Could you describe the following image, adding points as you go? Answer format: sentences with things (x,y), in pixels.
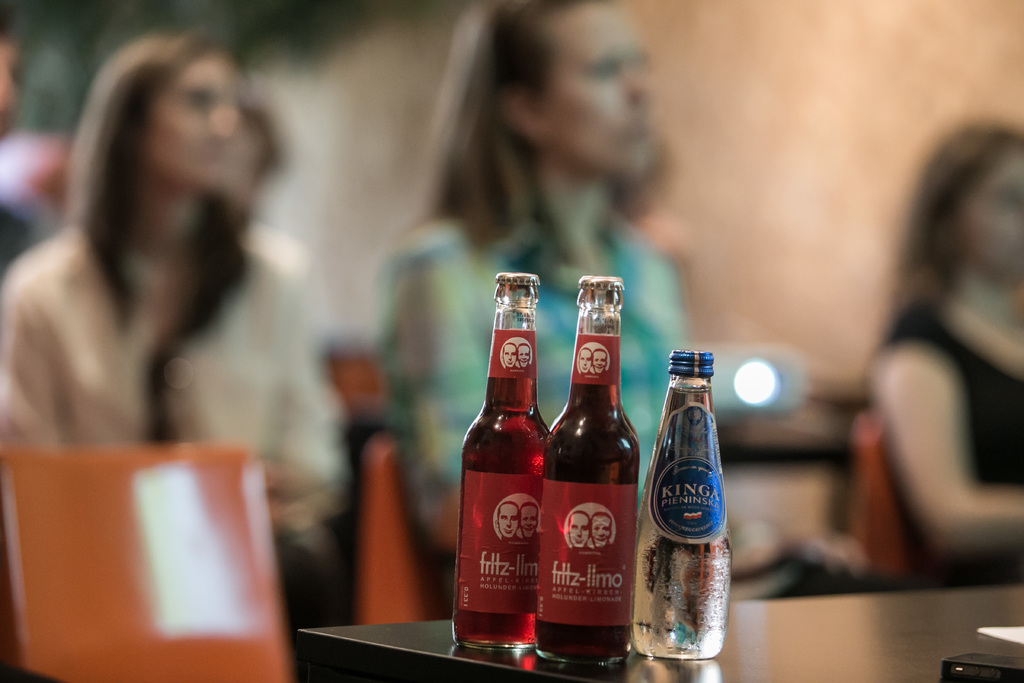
In this image there are some girls (439,376) are sitting on the chair (408,531) in front of them there is one table (820,603) there are three bottles (645,520) are there.
